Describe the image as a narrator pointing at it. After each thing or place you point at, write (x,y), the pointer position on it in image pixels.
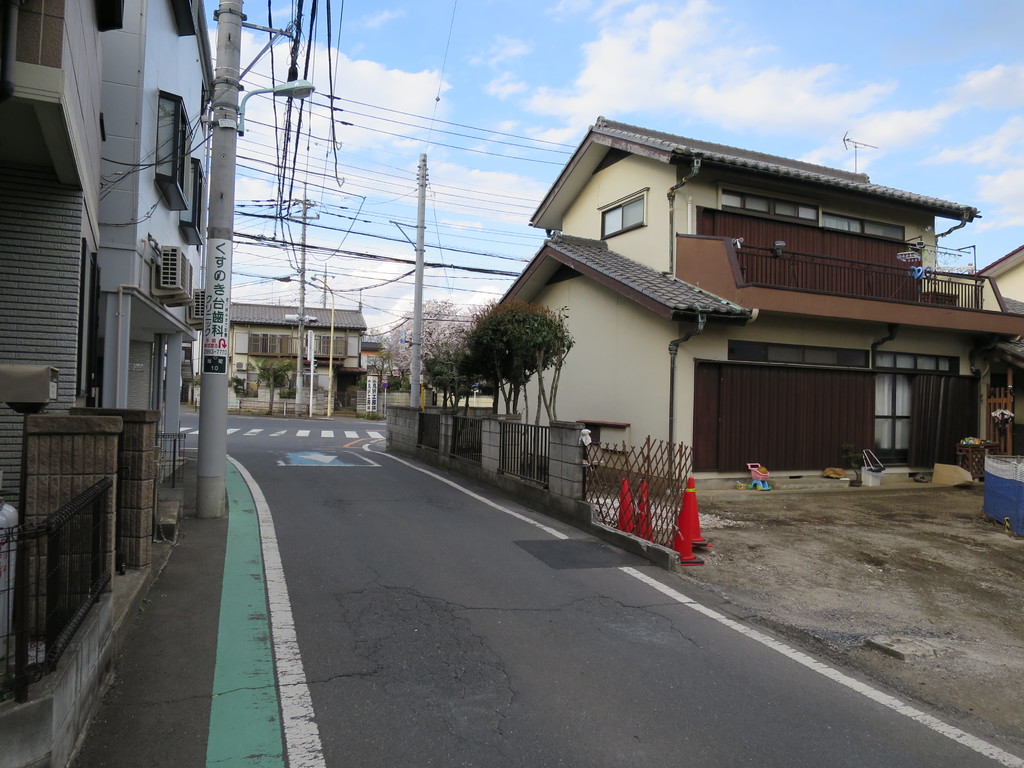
In this picture there are buildings (131,33) on the left side of the image (146,35) and there are houses (817,467) on the right (747,467) and in the center of the image (376,362), there are plants (484,373) and traffic cones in the center of the image (521,362) and there are poles (206,419) on the left (219,414) and in the center of the image (419,395), there are wires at the top side of the image (291,238).
